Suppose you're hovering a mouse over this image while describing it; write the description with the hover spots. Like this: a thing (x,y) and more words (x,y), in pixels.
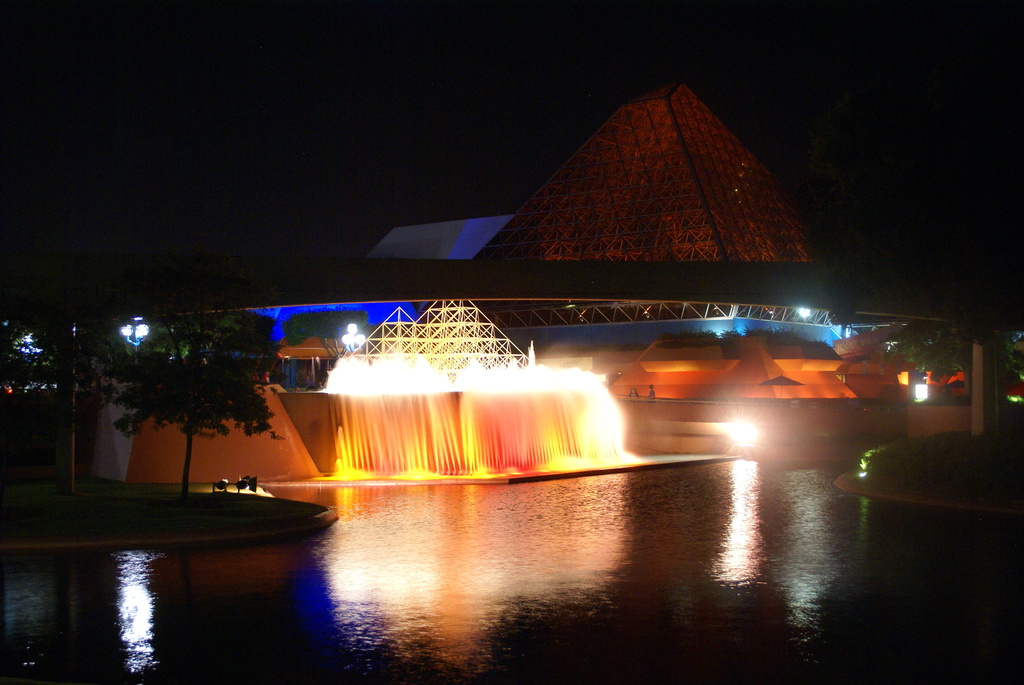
At the bottom of the picture (527,538), we see water (587,560). In the middle of the picture (534,346), we see fountains (358,418) or it might be a laser light show (555,402). On the left side (248,379), we see trees (150,351). There is a building (716,211) in the background (377,318) and in the background (316,131), it is black in color. This picture is clicked in the dark.
